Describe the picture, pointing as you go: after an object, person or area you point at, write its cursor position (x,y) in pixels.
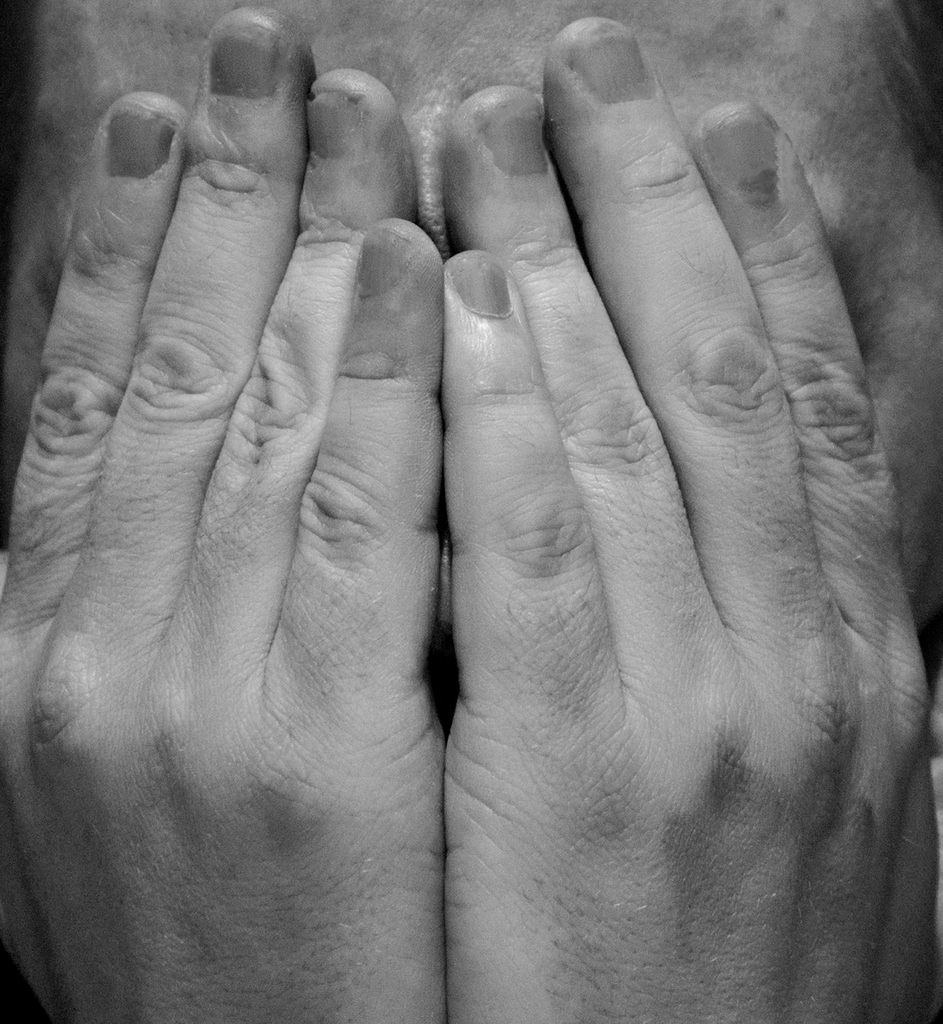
In this image I can see the person (355,475) covering the face (559,4) with hands (386,541). And this is a black and white image.
